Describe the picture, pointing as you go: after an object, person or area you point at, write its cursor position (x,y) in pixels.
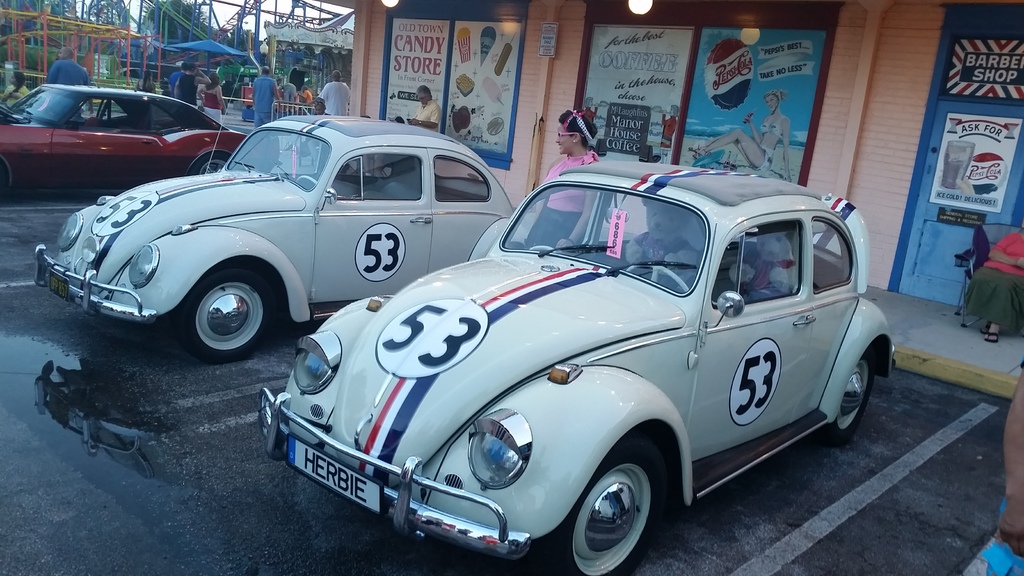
In this image in front (637,355) there are cars (624,434). Behind the cars (639,293) there are posters (692,96) attached to the wall (838,130). There are lights (642,6). There are people (275,83) walking on the road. In the background of the image (169,26) there are kids playing equipments (144,31). There are tents (215,44) and there is sky (228,14).
